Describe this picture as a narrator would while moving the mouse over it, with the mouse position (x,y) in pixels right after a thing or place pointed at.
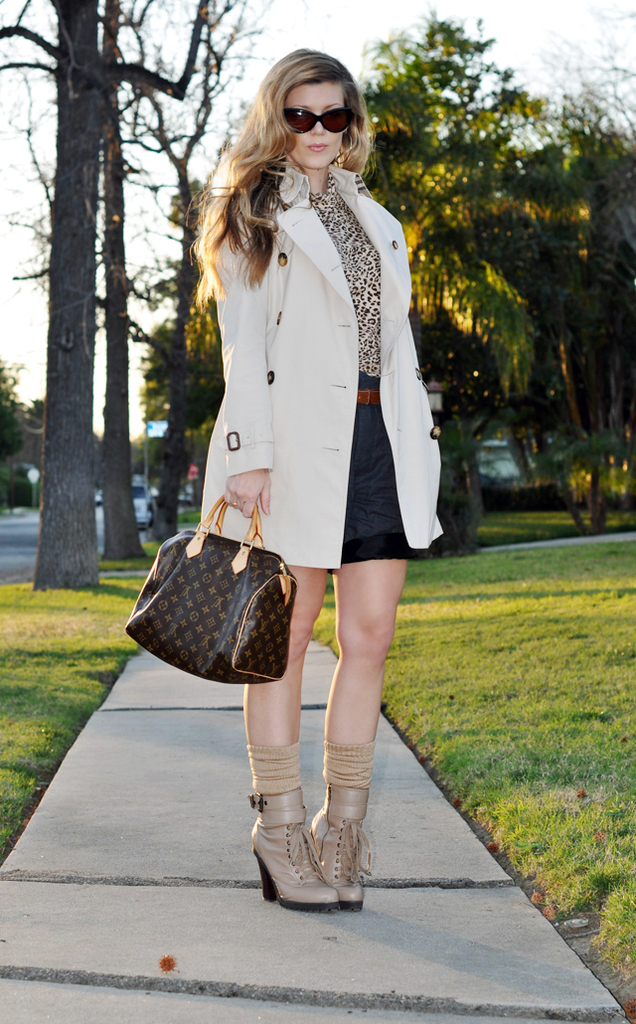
in this image the woman (366,330) is standing on the floor (205,782) the right side (535,705) is grass (540,695) and left side (66,646) is also a grass (58,593) and she is wearing the black skirt (349,521) and black and white top (367,306) she is holding the bag (235,597) and she is wearing a goggle (333,129) and the background (183,48) is morning.
